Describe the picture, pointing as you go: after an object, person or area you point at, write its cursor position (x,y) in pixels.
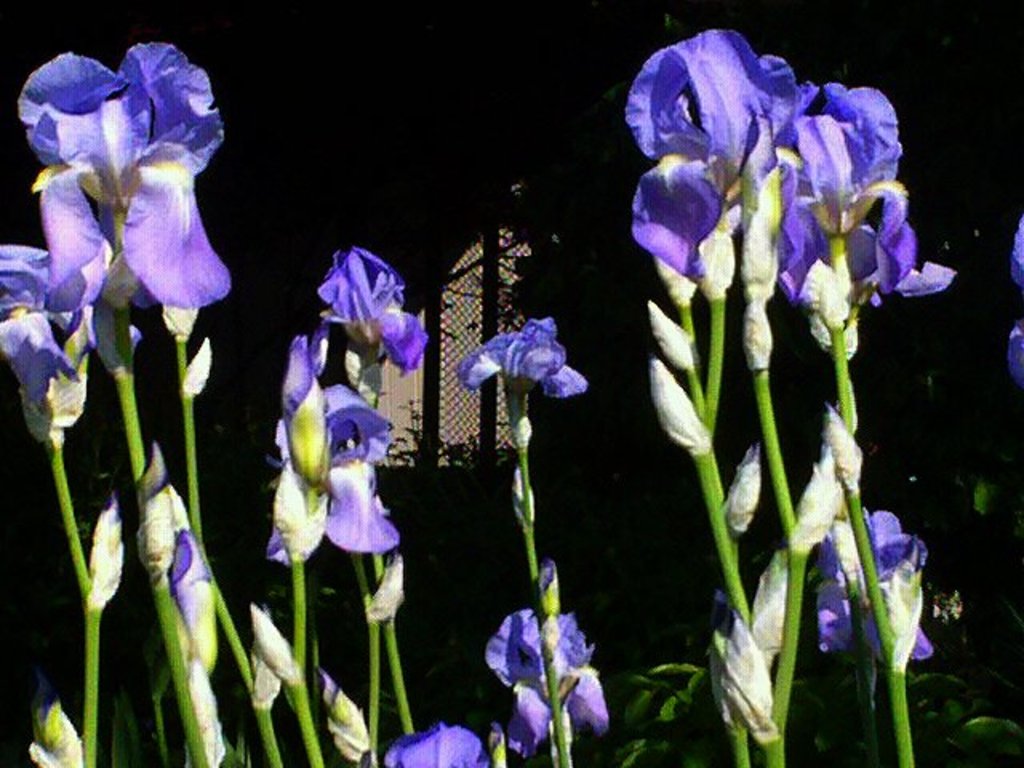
In the image we can see some plants (1022,325) and flowers (683,118).
